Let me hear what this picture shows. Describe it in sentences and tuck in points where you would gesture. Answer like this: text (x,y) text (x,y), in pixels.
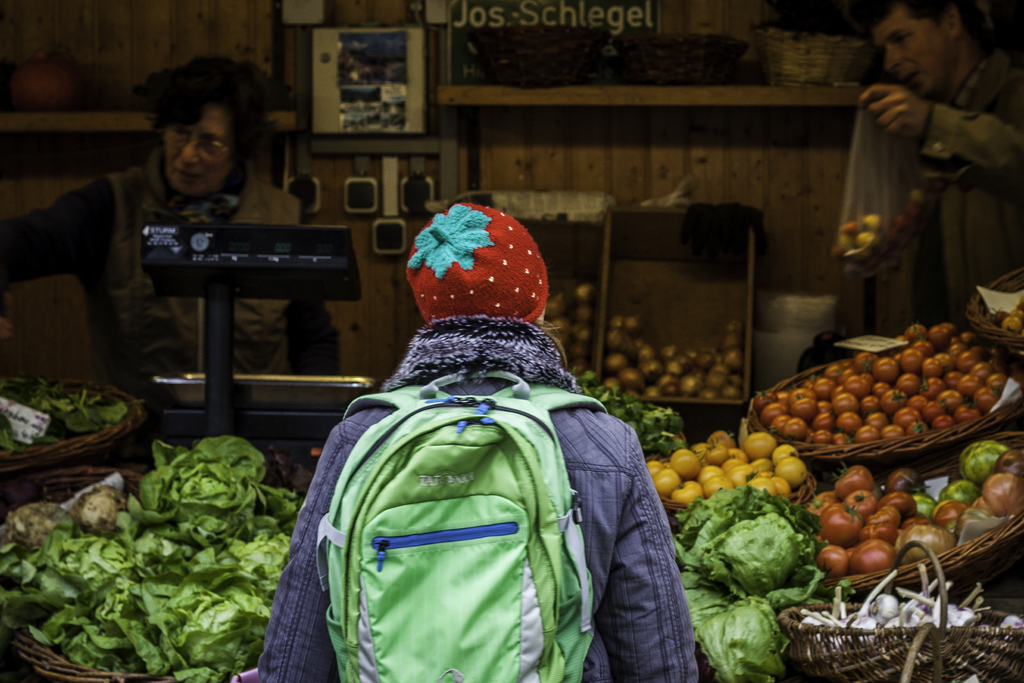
In this image, in the middle (624,455), we can see a person (620,457) standing and carrying a bag (520,446), we can see a vegetable shop (688,504), there are two persons (939,241) standing in the shop (276,257), we can see some vegetables (207,624).
